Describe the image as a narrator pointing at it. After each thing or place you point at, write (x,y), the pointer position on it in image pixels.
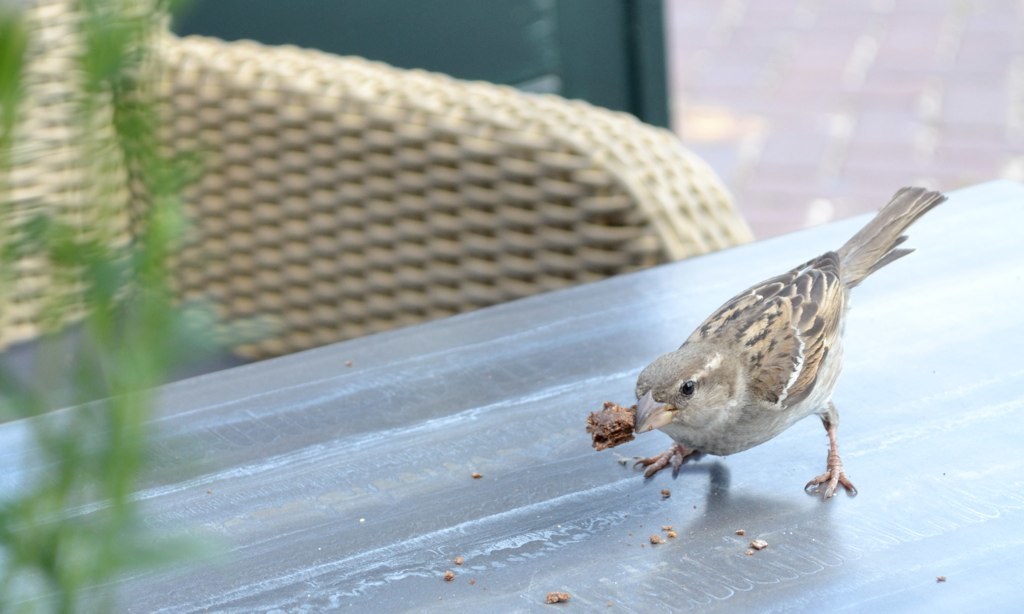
In this image I can see a bird (793,353) which is in white, brown and black color on the grey color surface (395,466). I can see a green plant (154,278) and cream color object (440,190).
